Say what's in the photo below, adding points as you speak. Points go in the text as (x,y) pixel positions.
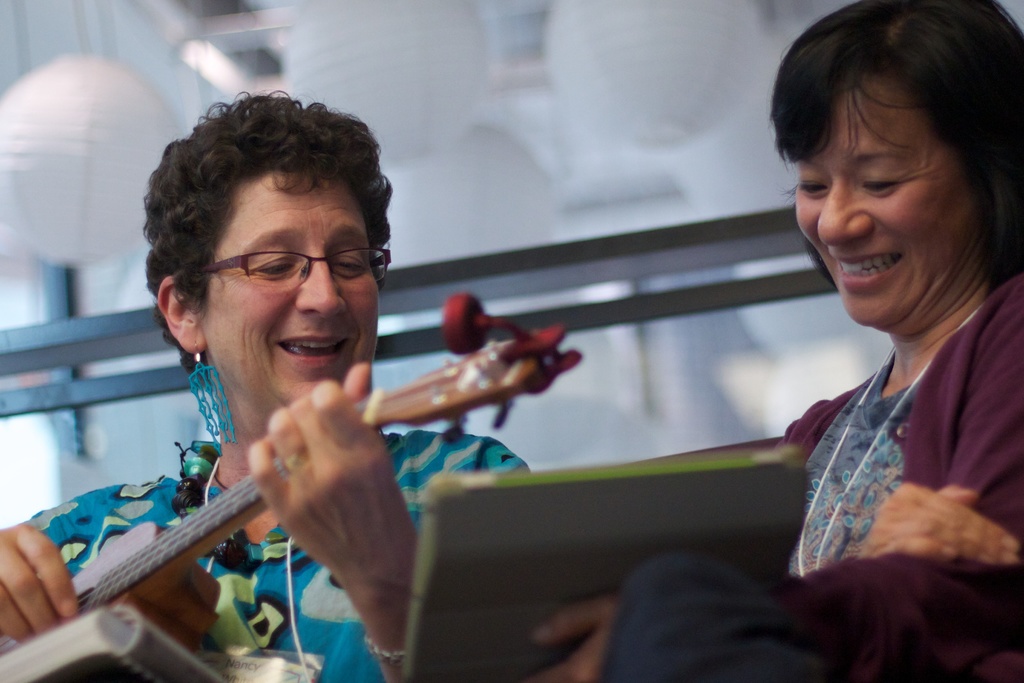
In this image there are two people (986,596). At the right side of the image (893,350) there is a person (903,548) is smiling and holding the book (548,522) and the person (341,481) at the left side of the image (308,603) is smiling and playing guitar (378,397). At the top (91,161) there are lights lamps (638,120).
